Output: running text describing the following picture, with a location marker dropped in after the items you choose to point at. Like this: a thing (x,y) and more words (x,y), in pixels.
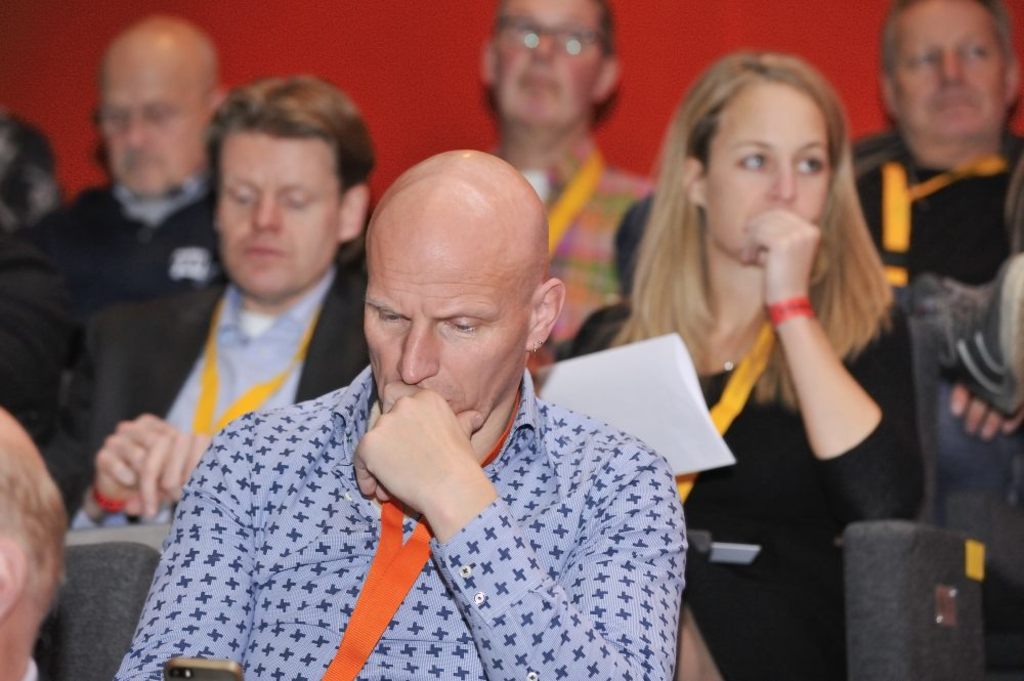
Background (855,52) portion of the picture is red in color. Here we can see people (819,489) sitting on the chairs (1021,508). This is a paper (671,392).
